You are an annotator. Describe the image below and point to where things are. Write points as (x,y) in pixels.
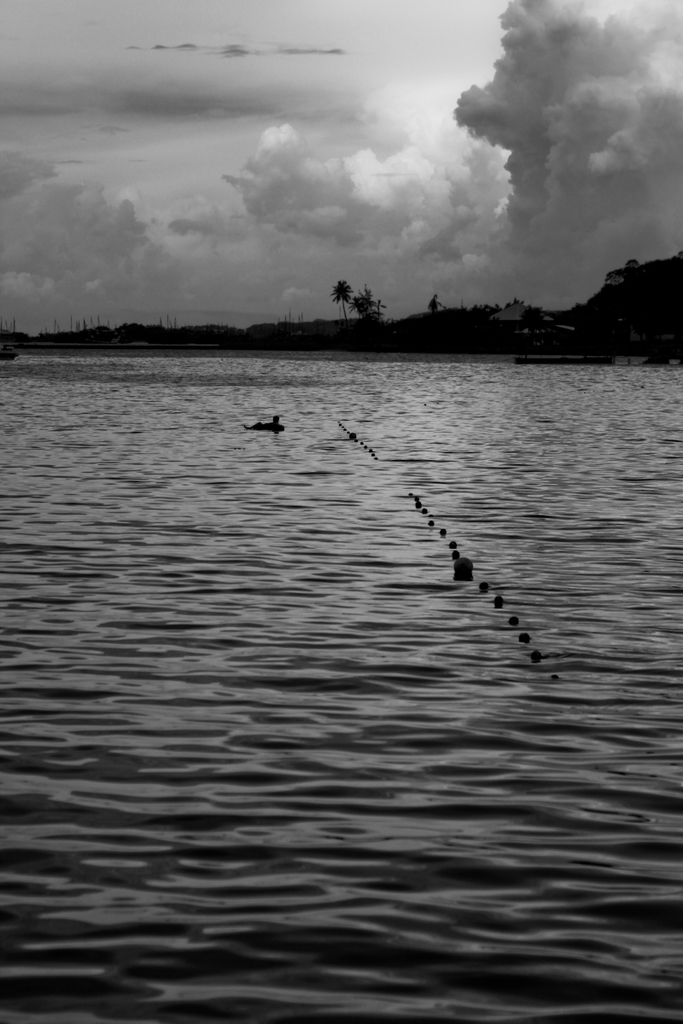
In this image at the bottom (235,777) there is a sea (210,463) and in the sea (297,521) there are buoys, and in the background (204,339) there are trees (675,300) and poles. At the top (213,240) there is sky (217,105).
